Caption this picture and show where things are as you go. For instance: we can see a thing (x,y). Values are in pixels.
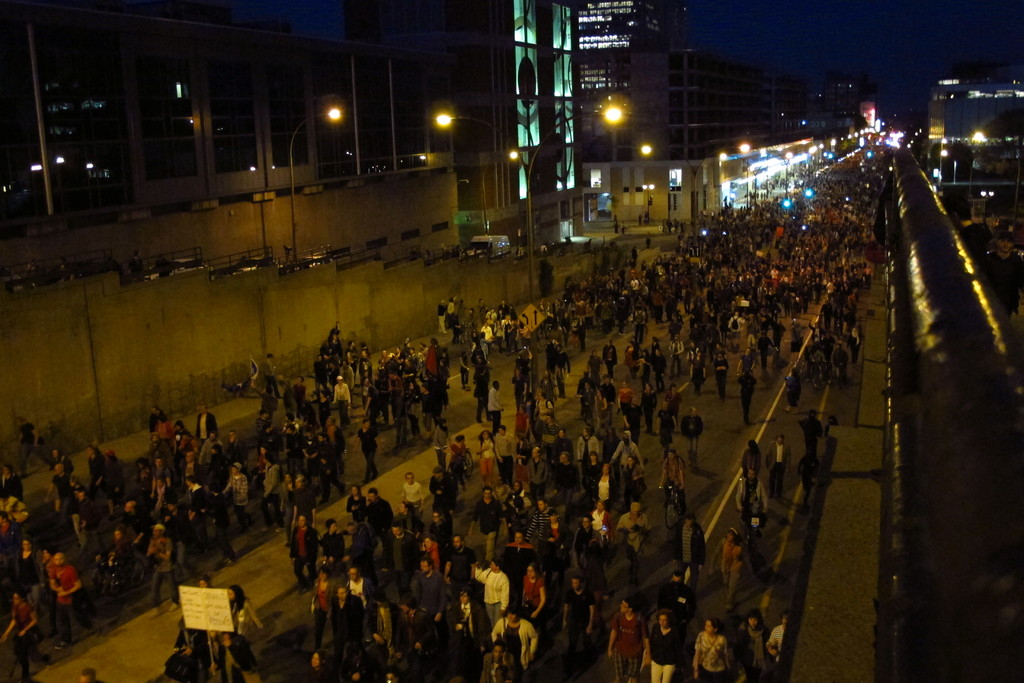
In this image, there are many people (681,535). We can see the ground (262,666) with some objects (499,241). We can see some buildings (519,146), poles (530,279), lights (761,149). We can also see the sky (872,38). We can see some boards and an object (892,272) on the right (949,606).
